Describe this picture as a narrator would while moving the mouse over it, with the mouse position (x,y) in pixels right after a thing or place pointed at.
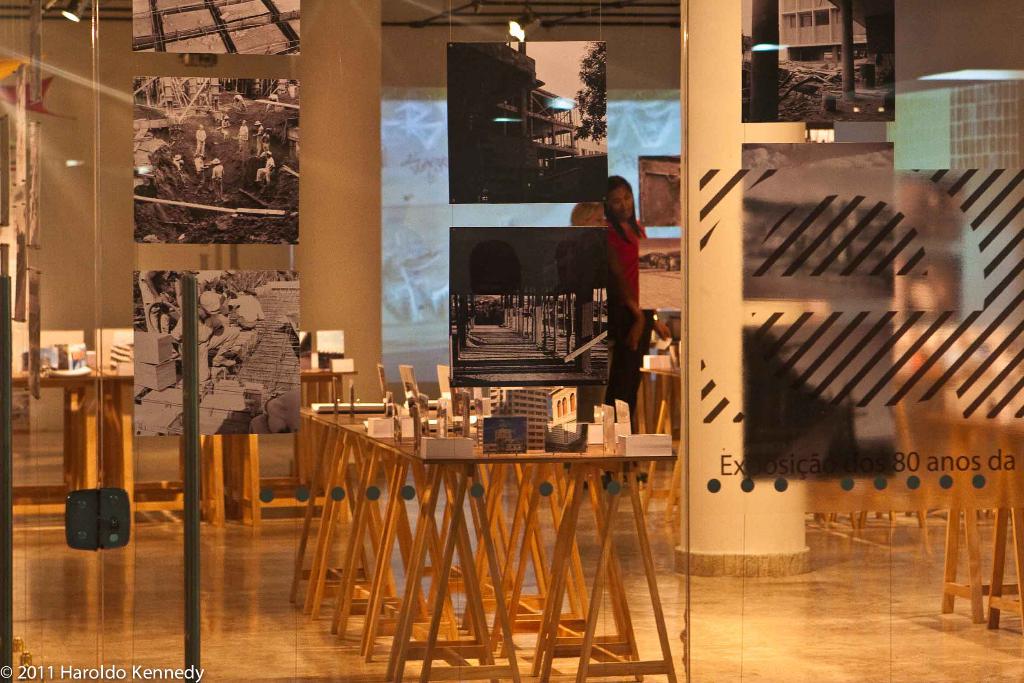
As we can see in the image there is a wall (300,322), photo frames (286,238), a person (613,231) over here, screen (444,211) and tables (397,453).
